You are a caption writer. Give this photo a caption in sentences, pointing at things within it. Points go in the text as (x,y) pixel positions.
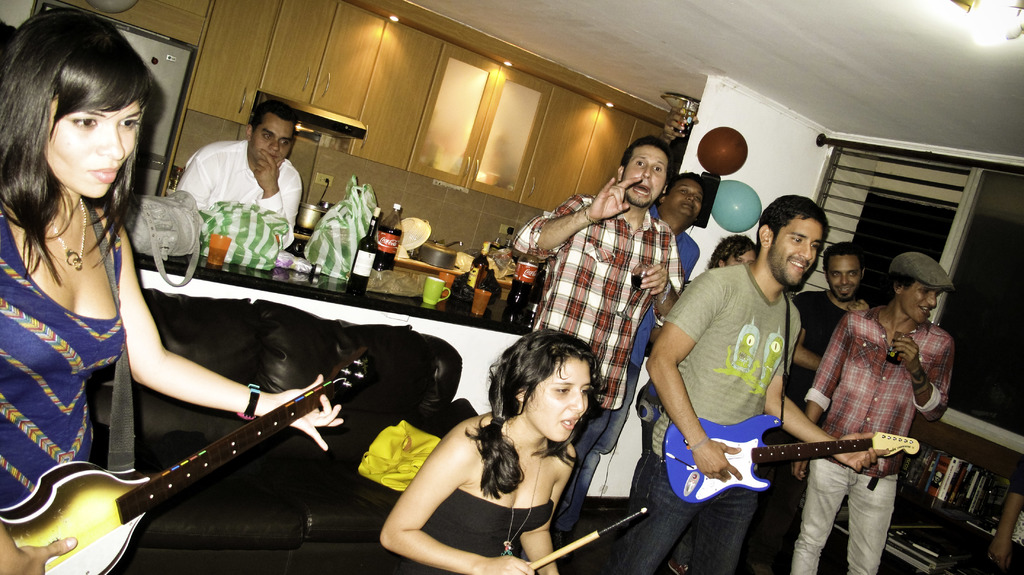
Here we can see some persons (642,536) are standing on the floor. They are playing guitar (258,428). This is sofa (393,417). There is a table (456,291). On the table (148,273) there is a bag (266,242), bottles (384,249), cups (440,292), and bowls (449,263). On the background (397,154) there is a cupboard (619,152) and this is light (987,32). Here we can see a man (256,158) who is standing on the floor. And this is refrigerator (170,77).
